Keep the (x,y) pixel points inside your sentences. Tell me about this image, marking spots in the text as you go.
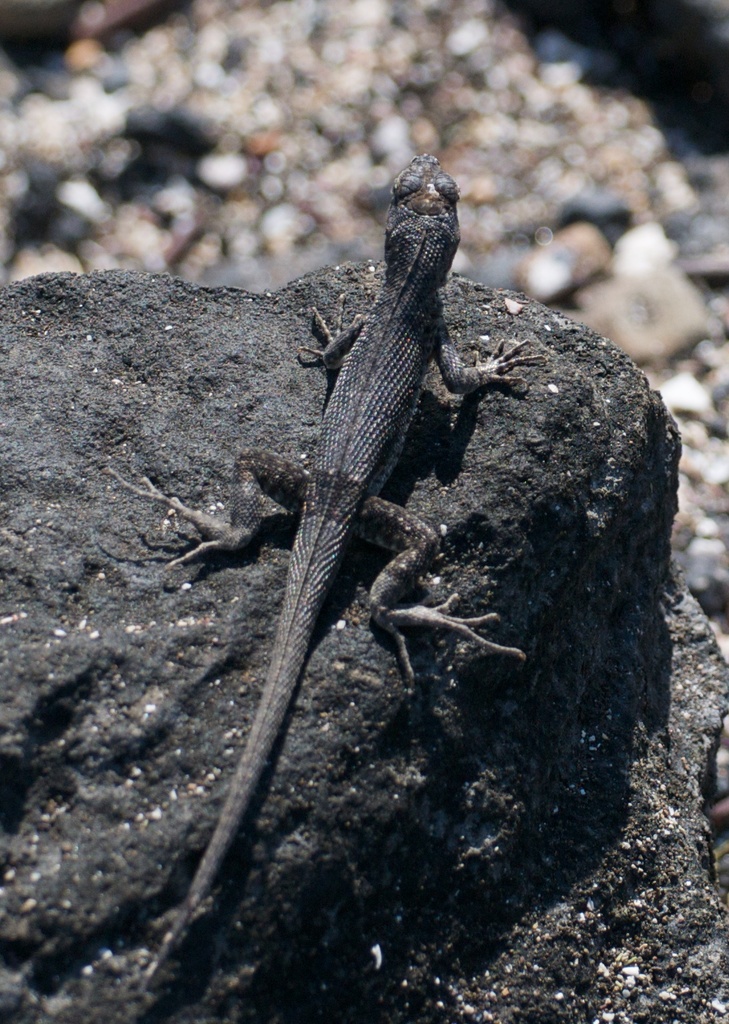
In this picture we can see a lizard (227,836) on a rock (654,513) and in the background (178,171) we can see stones (374,87) and it is blurry.
